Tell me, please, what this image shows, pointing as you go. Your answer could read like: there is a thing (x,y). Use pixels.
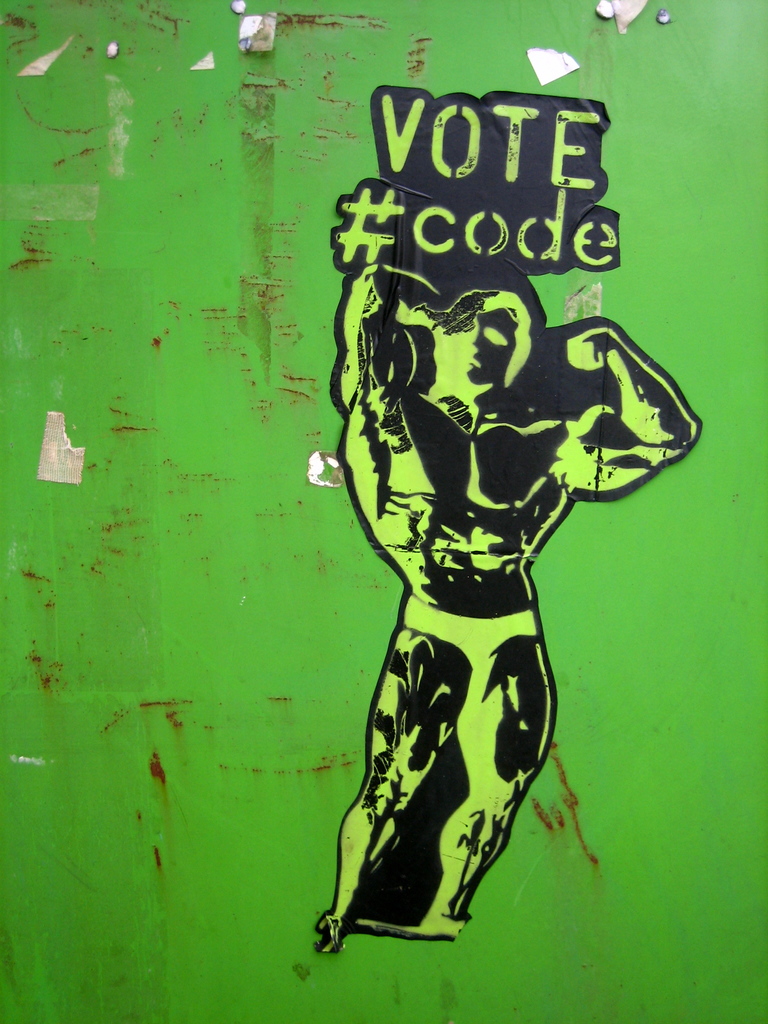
In this image we can see the green color wall (280,657) on which we can see the sticker of a person (443,482) and we can see some text (482,230) here.
